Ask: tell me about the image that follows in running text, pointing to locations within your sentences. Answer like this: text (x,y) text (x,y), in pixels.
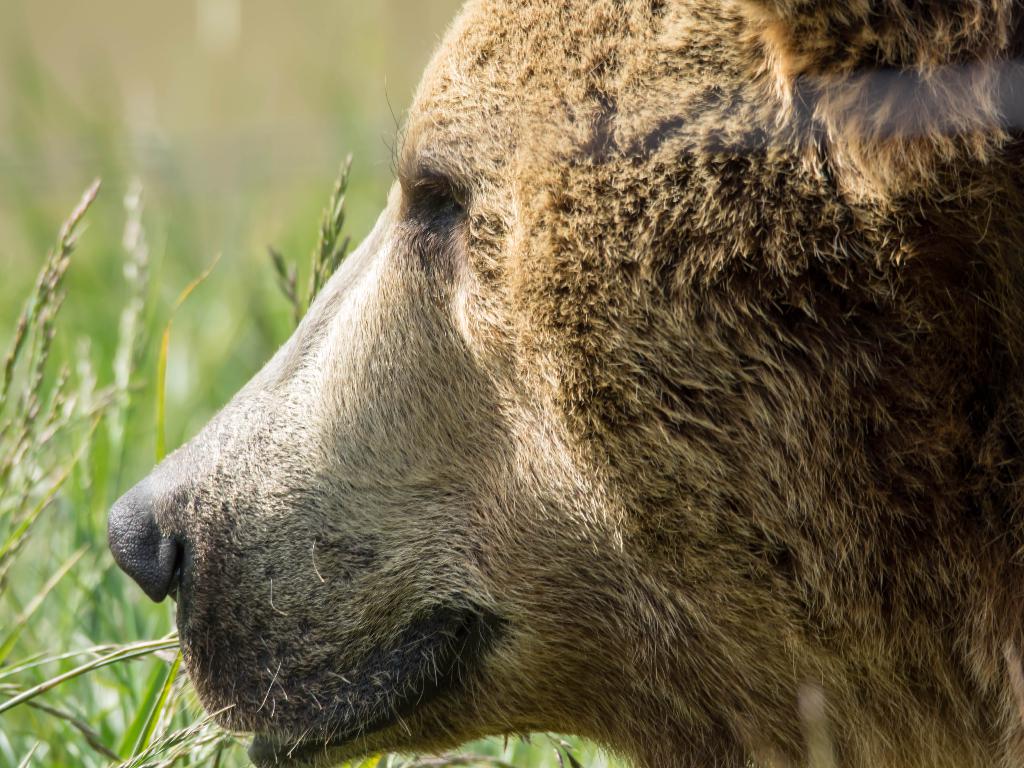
In this image there is a side view of the bears face (583,407). In the background (148,350) there is grass (58,401).
